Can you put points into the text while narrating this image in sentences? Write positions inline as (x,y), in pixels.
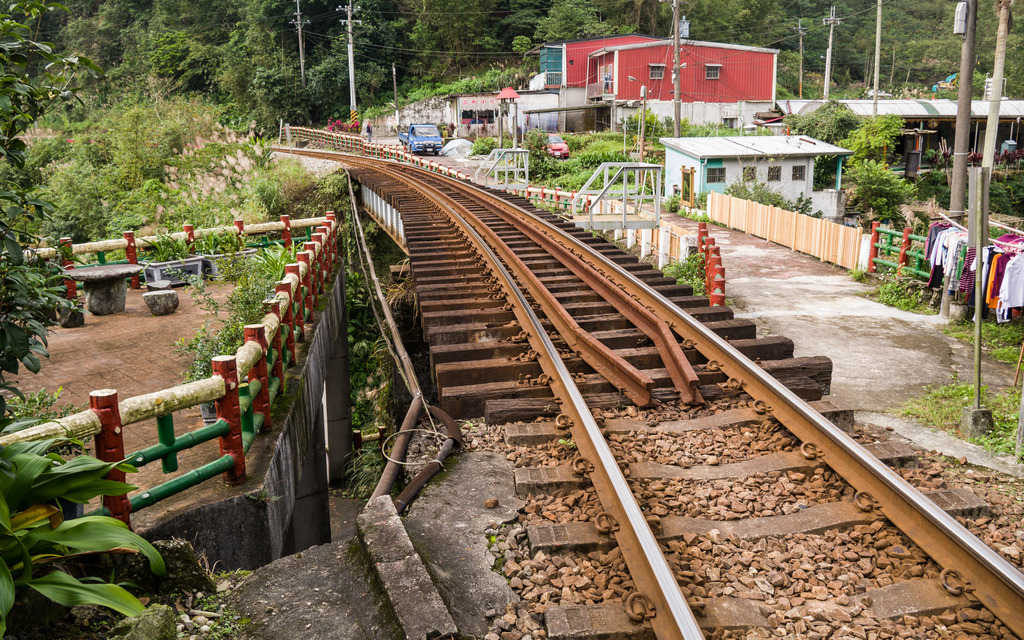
In this picture I can see there is a railway track (630,390) and there are rocks (779,602) and there are plants (70,494), railing (78,249) into left and there are buildings (749,139), clothes (999,303), electric poles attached with cables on to right (1005,265) and in the backdrop (210,64) there are few trees (210,64).
